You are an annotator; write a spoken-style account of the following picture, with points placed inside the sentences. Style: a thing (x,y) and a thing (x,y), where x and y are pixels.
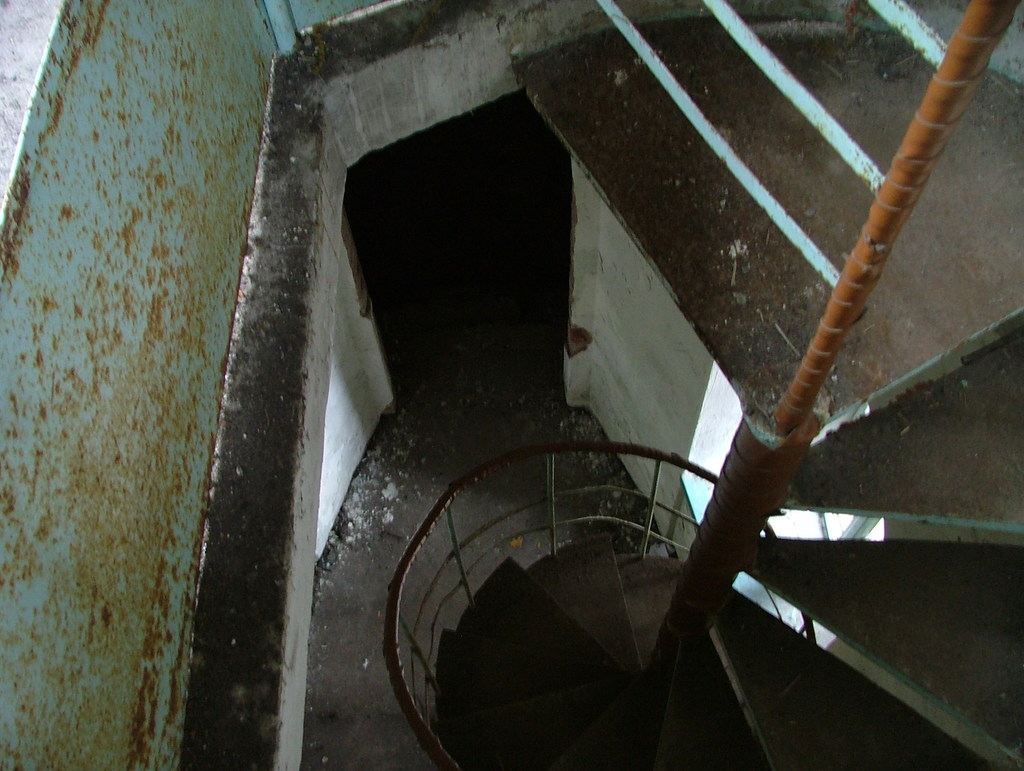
In this image we can see the stairs (520,615), railing (675,464), floor (466,460), wall (144,232) and also the rod (983,50).
